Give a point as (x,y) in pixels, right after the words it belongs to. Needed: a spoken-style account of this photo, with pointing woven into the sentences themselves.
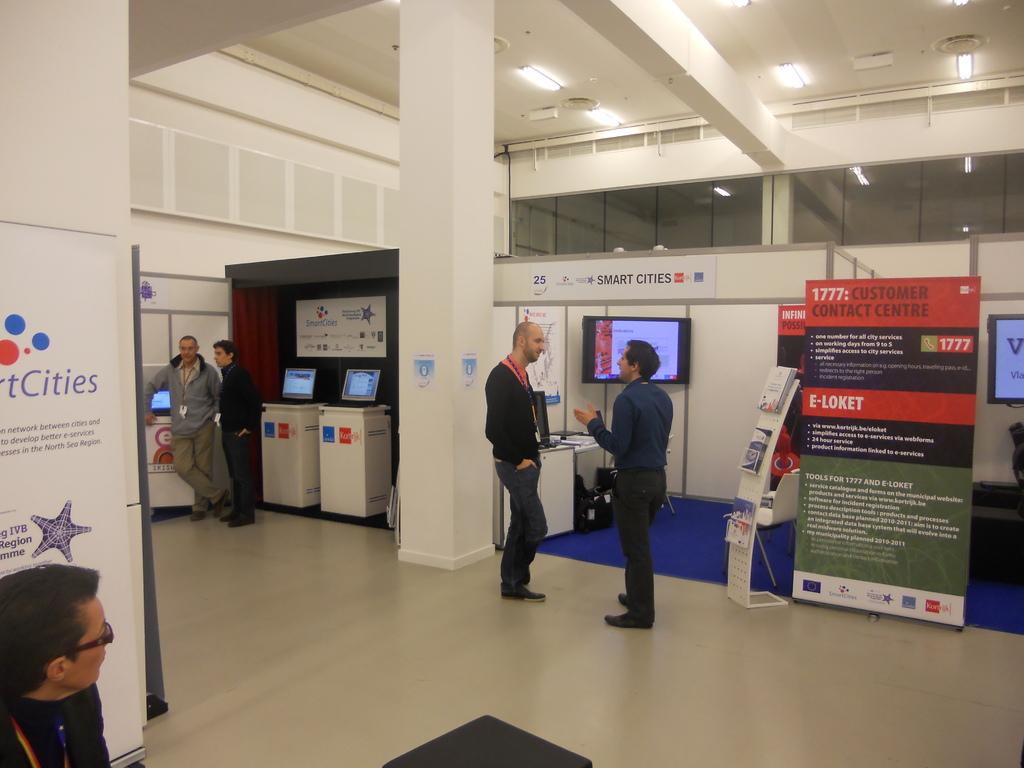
In this picture there is a man (513,385) who is wearing black sweater (507,428), jeans (518,550) and shoe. Beside him there is another man (637,379) who is wearing blue shirt (643,433), trouser (644,510) and shoe (643,620). On the left (190,419) there are two person (216,419) standing near to the desk (311,407). In the bottom left corner (7,616) there is a man (55,693) who is sitting near to the banner (105,485). On the right (804,367) we can see a bookshelf (758,441), banners (792,424) and televisions (682,369). Beside there is a table (555,471). On the table (551,454) we can see computer screen (542,394), papers (579,441), keyboard (577,434), mouse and other objects (550,437). At the top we can see the tube lights (964,57).
